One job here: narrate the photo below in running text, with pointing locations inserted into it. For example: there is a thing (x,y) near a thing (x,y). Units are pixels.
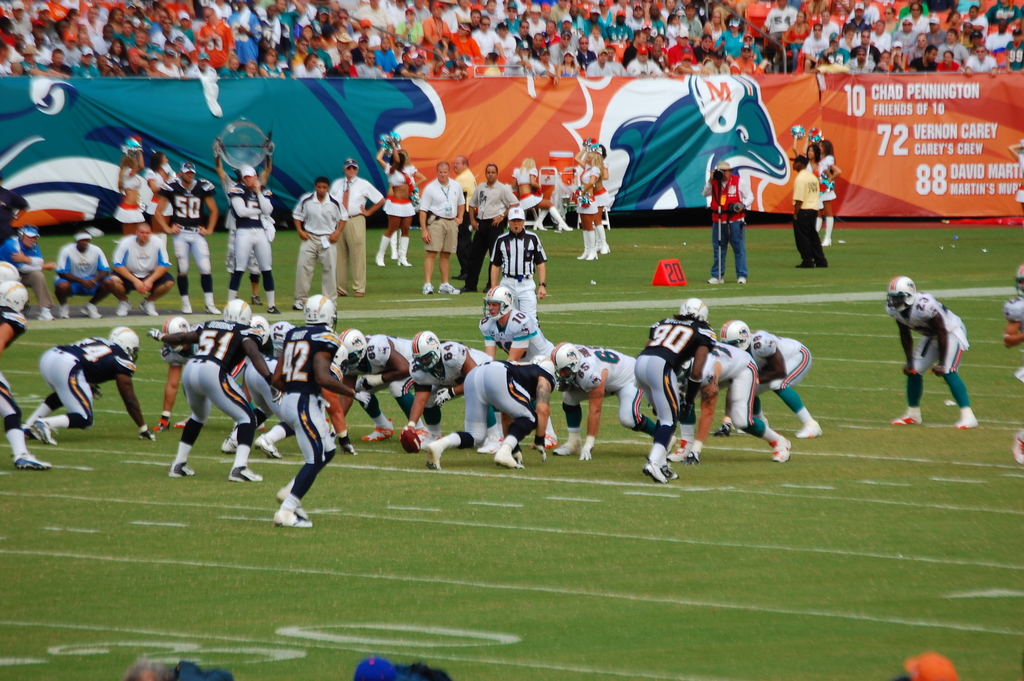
In this picture I can see few people (460,370) are playing on the ground (712,479), side I can see the banner (583,111) and few people (515,58) are sitting and watching.
